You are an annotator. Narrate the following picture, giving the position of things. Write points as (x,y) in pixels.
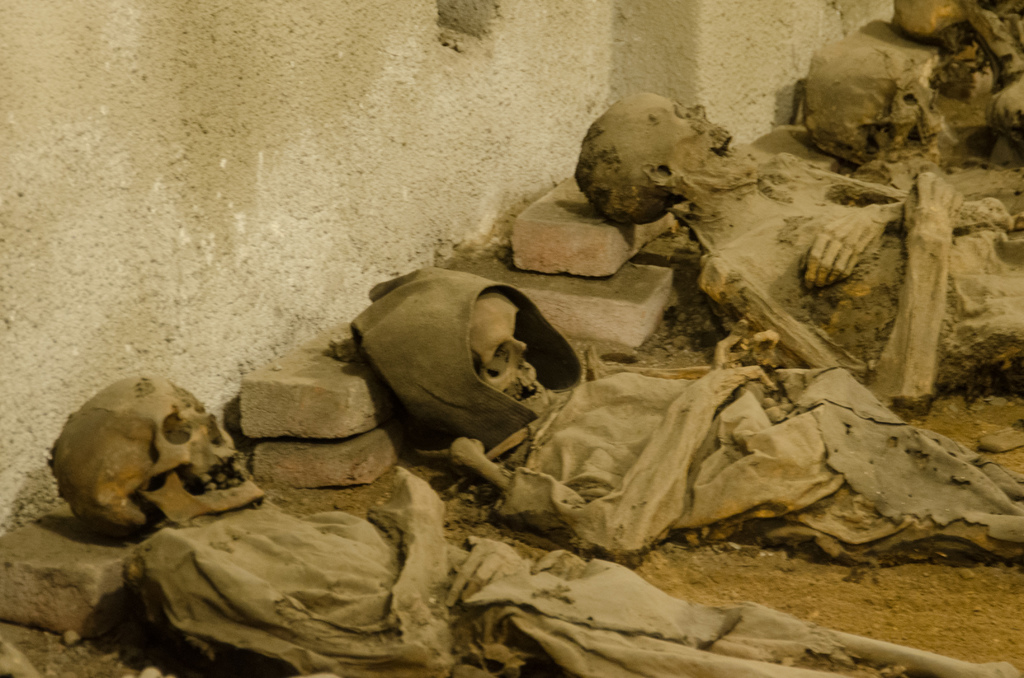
In this image I can see the ground (816,569), few skeletons (775,375) on the ground (836,573) and the wall (677,88) which is white and cream in color.
